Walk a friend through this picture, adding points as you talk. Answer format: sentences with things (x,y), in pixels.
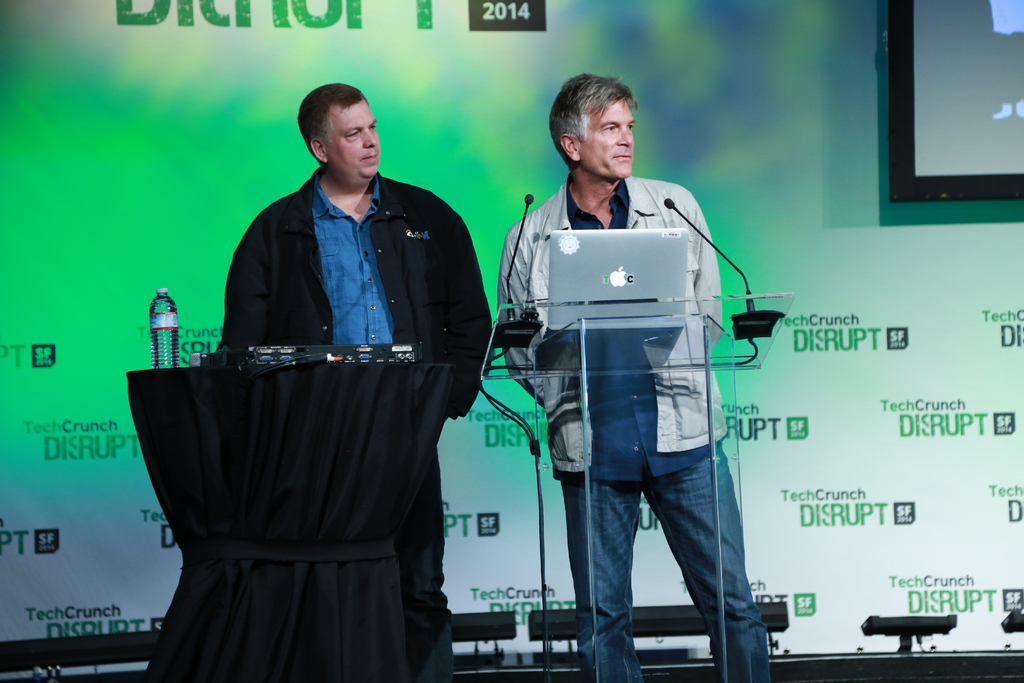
In this image there are two men (340,249) standing. To the right (753,618) there is a man (603,210) standing. In front of him there is a podium (647,331). On the podium (647,331) there are microphones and a laptop (600,255). Beside him there is another man (364,267) standing. In front of him there is a table (267,396). There is a cloth (267,396) spread on the table (387,438). There are audio mixers (287,350) and a water bottle (178,346) on the table (183,369). Behind them there is a banner (818,324). There is text (842,516) on the banner (119,441). In the top right (931,138) there is a screen (943,116). At the bottom (91,660) there are a few objects (130,649) behind them.
